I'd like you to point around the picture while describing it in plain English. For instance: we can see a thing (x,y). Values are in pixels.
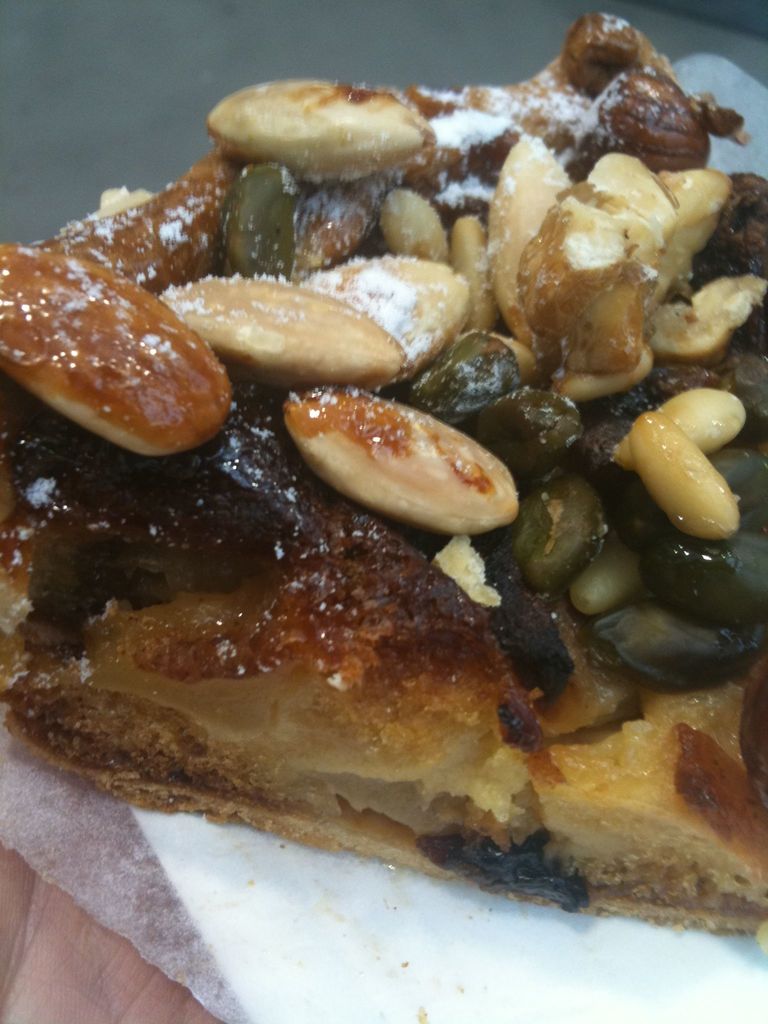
In this image we can see a food item (412,757).
